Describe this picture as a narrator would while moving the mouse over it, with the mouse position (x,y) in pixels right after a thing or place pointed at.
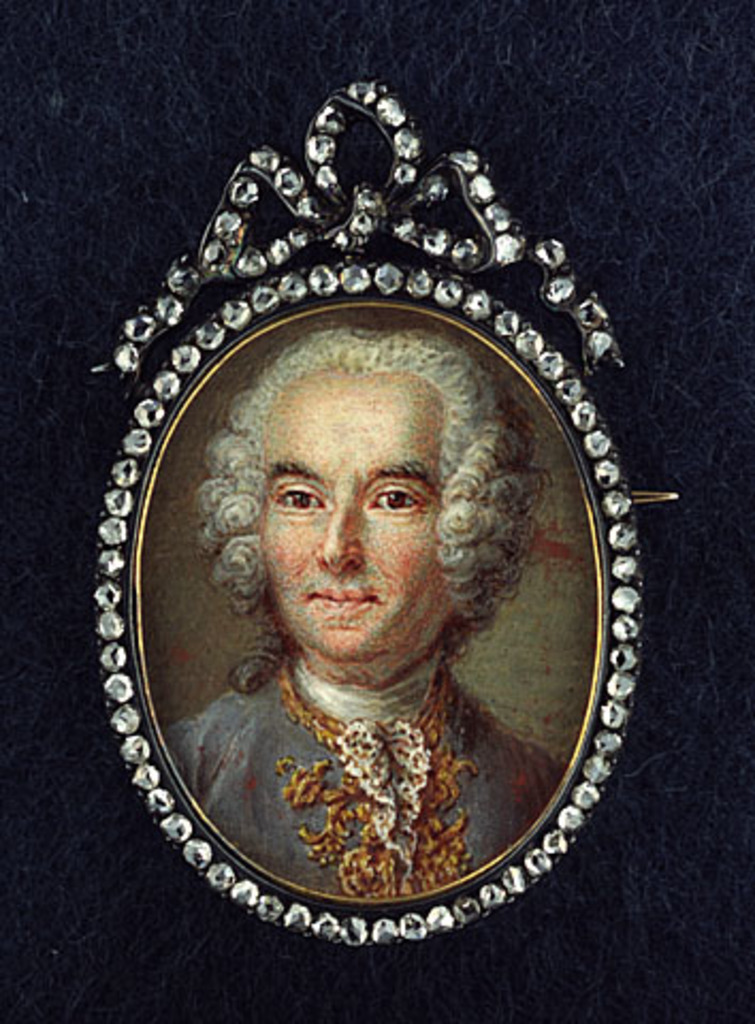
In this image there is a photo frame (311,289) of a person (389,516) which was placed on the cloth (608,91).
